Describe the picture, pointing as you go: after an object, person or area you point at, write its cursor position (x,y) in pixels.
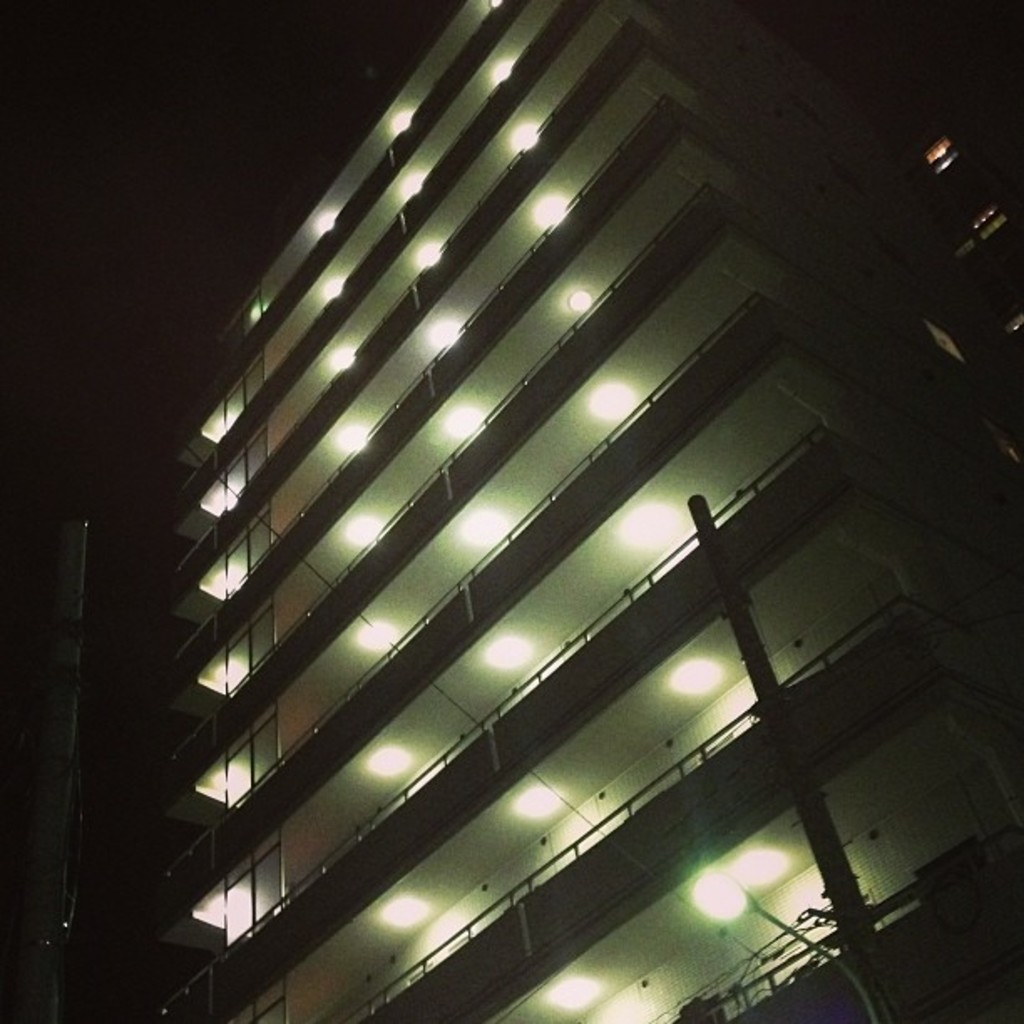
In this image I can see at the bottom (712,909) there is a street lamp (740,895). In the middle (359,677) it looks like a very big building (619,644), there are ceiling lights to it. On the left side (140,140) it looks like a sky (167,170) in the dark night.
